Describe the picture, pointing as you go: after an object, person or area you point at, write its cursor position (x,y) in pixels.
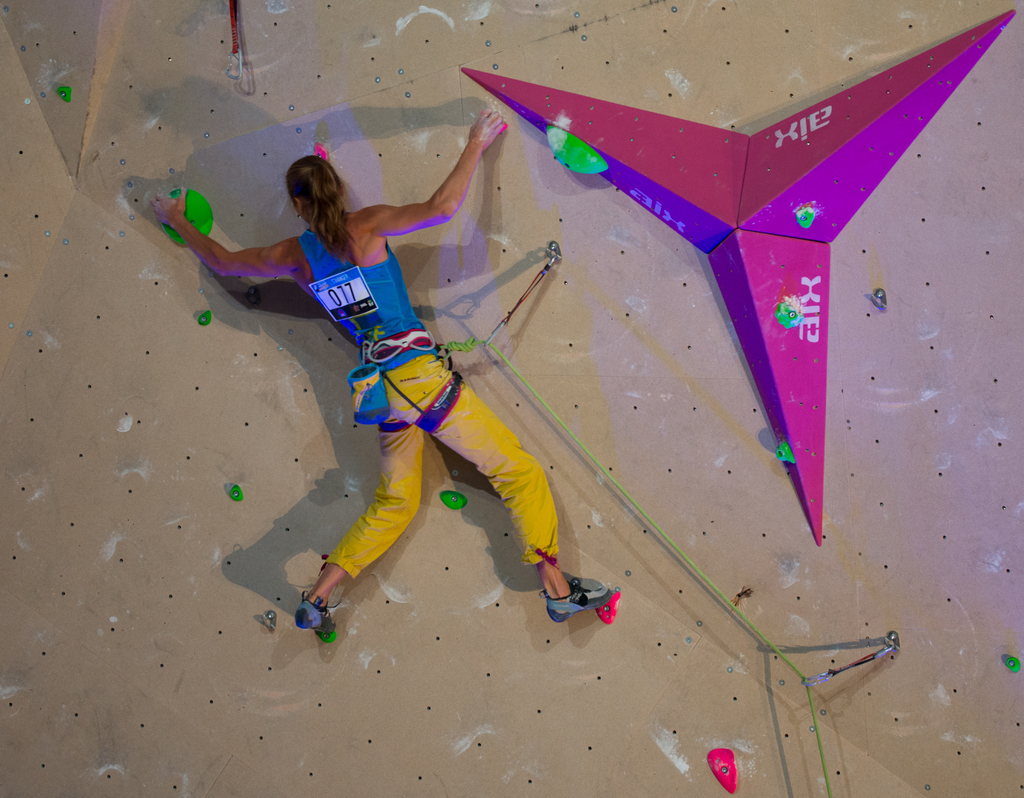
In this image I can see a person (398,304) wearing blue and yellow colored dress (403,369) is holding green and red colored object (211,211) which are attached to the wall (434,129). I can see a pink colored object (732,190) is attached to the wall (432,111) and a green colored rope (829,786) is tied to the person (417,336). I can see the climbing wall (368,78) which is brown in color and few objects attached to the wall (709,686).
